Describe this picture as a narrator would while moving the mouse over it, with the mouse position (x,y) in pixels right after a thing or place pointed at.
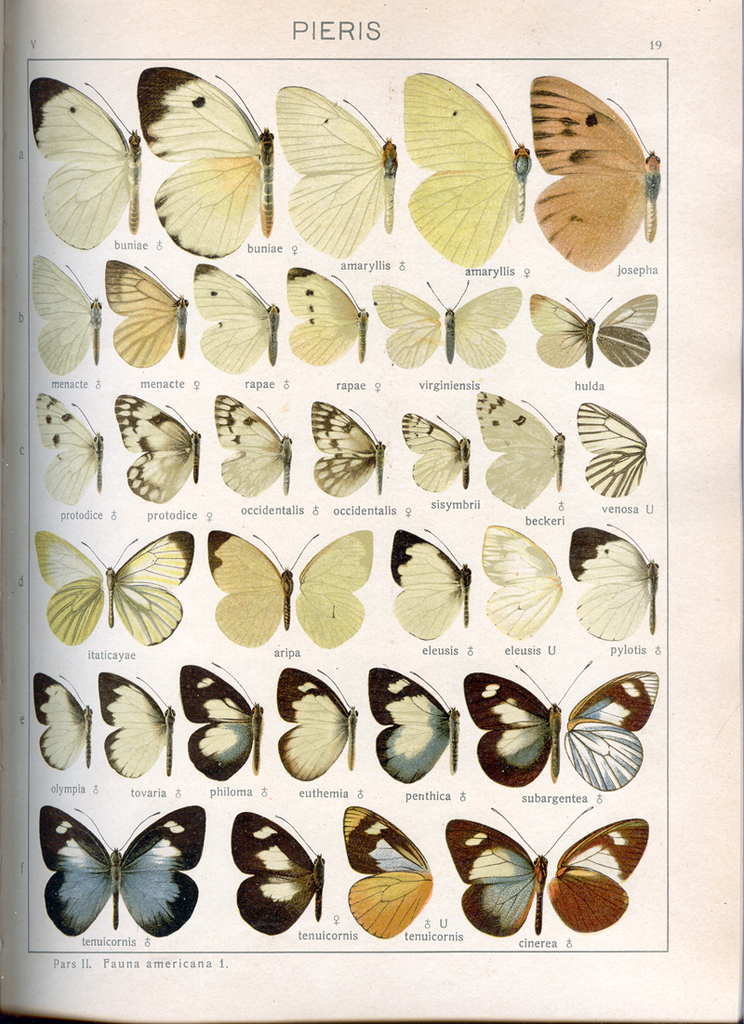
In this picture there is a white color object (716,29) which seems to be a paper (123,46) containing the images (520,444) of butterflies (462,440) and we can see the text (340,29) and numbers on the paper (459,670).
